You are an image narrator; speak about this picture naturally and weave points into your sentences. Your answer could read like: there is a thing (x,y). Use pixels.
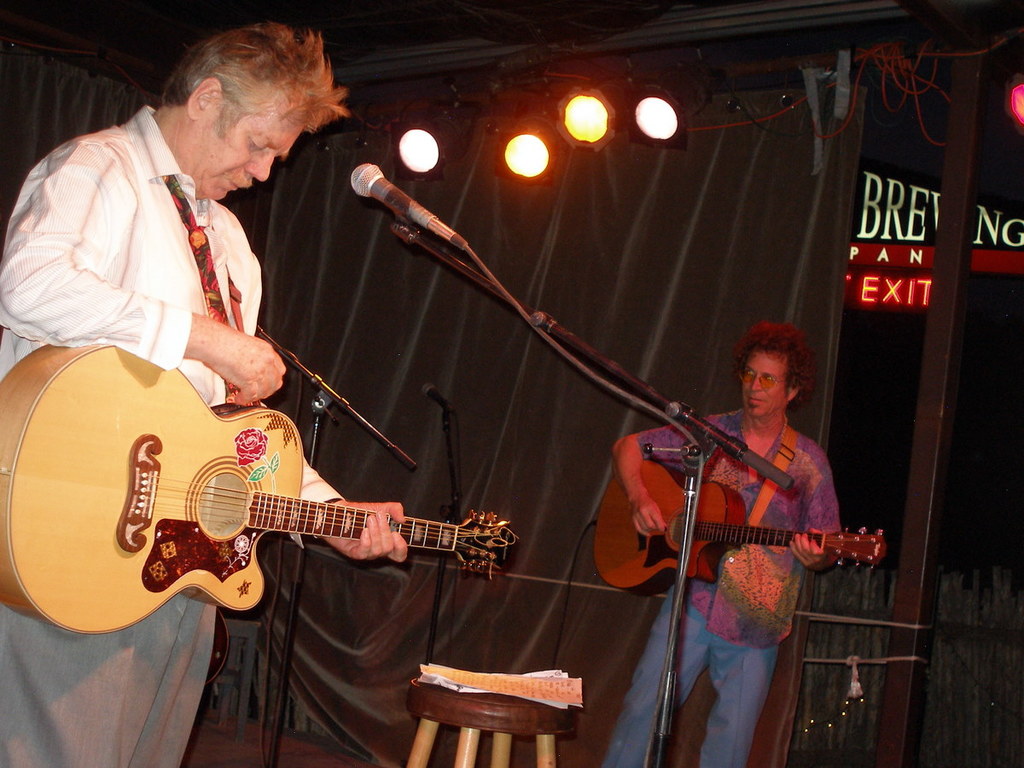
In this picture there is a man (317,117) who is standing at the left side of the image (308,106), there is a mic (362,177) in front of him and there is another man (725,605) at the right side of the image (763,363) by holding a guitar (668,517) in his hands (647,511), there are spotlights (534,181) above the area of the image.
